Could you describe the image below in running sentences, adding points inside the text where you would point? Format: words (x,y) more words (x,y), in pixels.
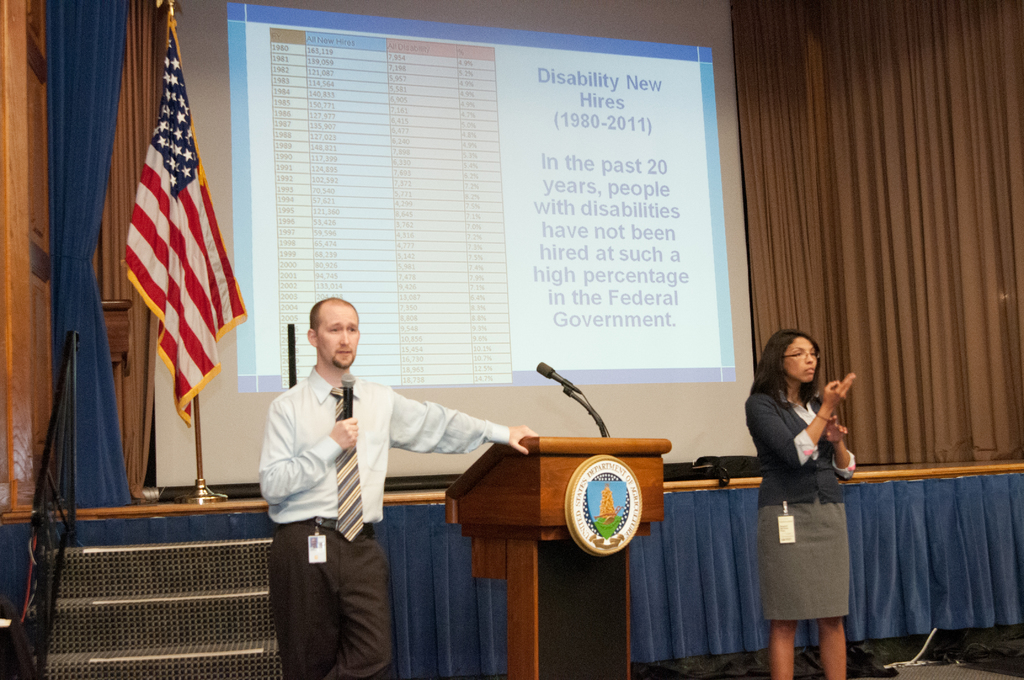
In the image in the center (509,444) we can see two persons (784,407) were standing and one of them was holding microphone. Between them, we can see one wooden stand (533,500) and microphone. In the background (496,257) there is a wooden wall (8,109), curtain (79,453), screen (609,340), flag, staircase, fence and few other objects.
